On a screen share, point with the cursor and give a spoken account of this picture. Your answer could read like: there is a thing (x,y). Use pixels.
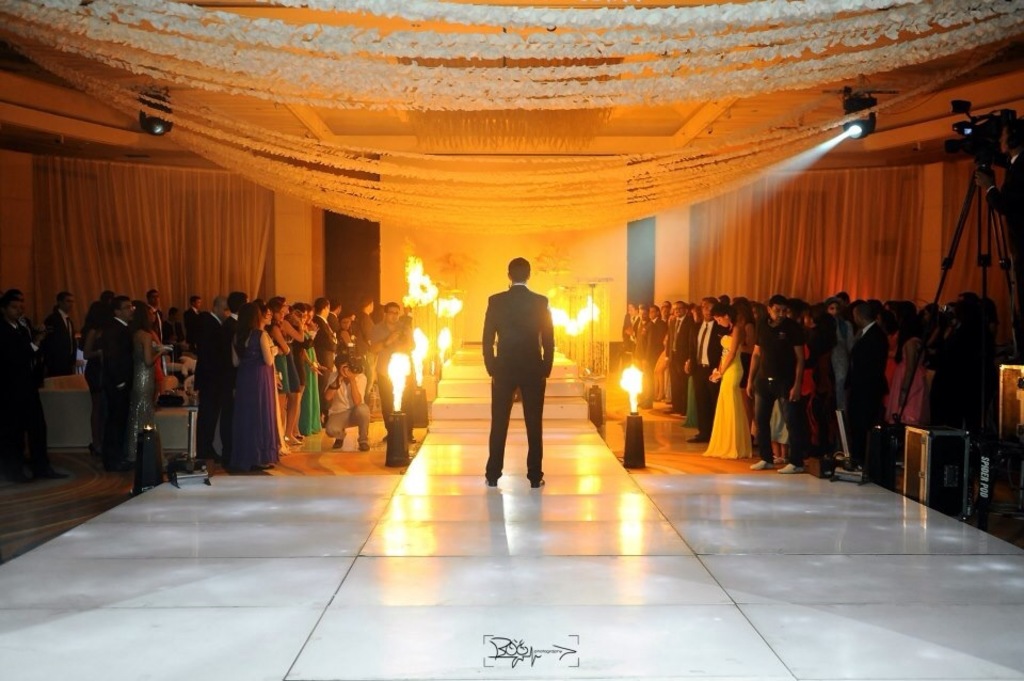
In this image, we can see a person (535,331) is standing on the stage (550,578). In the background (678,386), we can see groups of people (407,334) are standing on the floor (383,464). Here we can see walkway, stairs (571,381), fire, chairs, few things (592,352) and rods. In the background (886,232), we can see curtains (886,232) and wall (533,221). Top of the image (403,177), we can see decorative object (721,158), ceiling (362,135) and lights (862,106). On the right side of the image (993,210), we can see a person (1000,195) is holding a camera (995,159) with stand (993,209). Here we can see boxes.
